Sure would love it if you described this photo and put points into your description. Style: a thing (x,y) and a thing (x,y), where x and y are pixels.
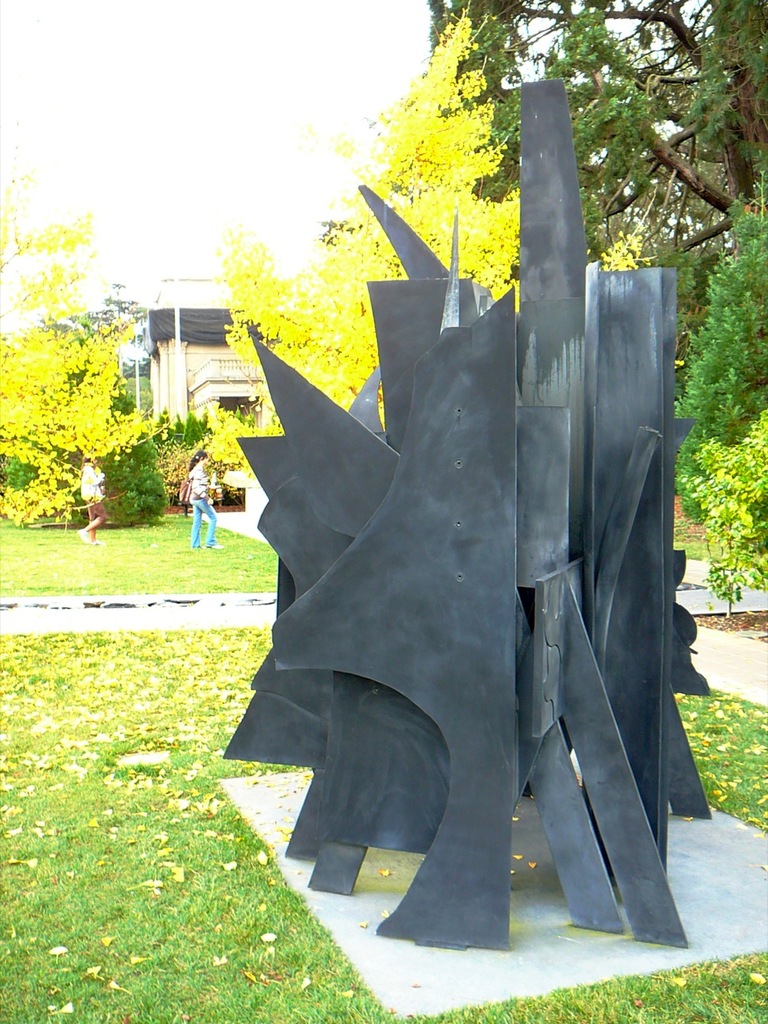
In this image I can see a black colour thing (381,771) in the front (313,733). In the background (158,542) I can see an open grass ground (160,651), few trees (315,299), a building (266,405) and on the left side of this image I can see few people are standing on the ground (25,555).
